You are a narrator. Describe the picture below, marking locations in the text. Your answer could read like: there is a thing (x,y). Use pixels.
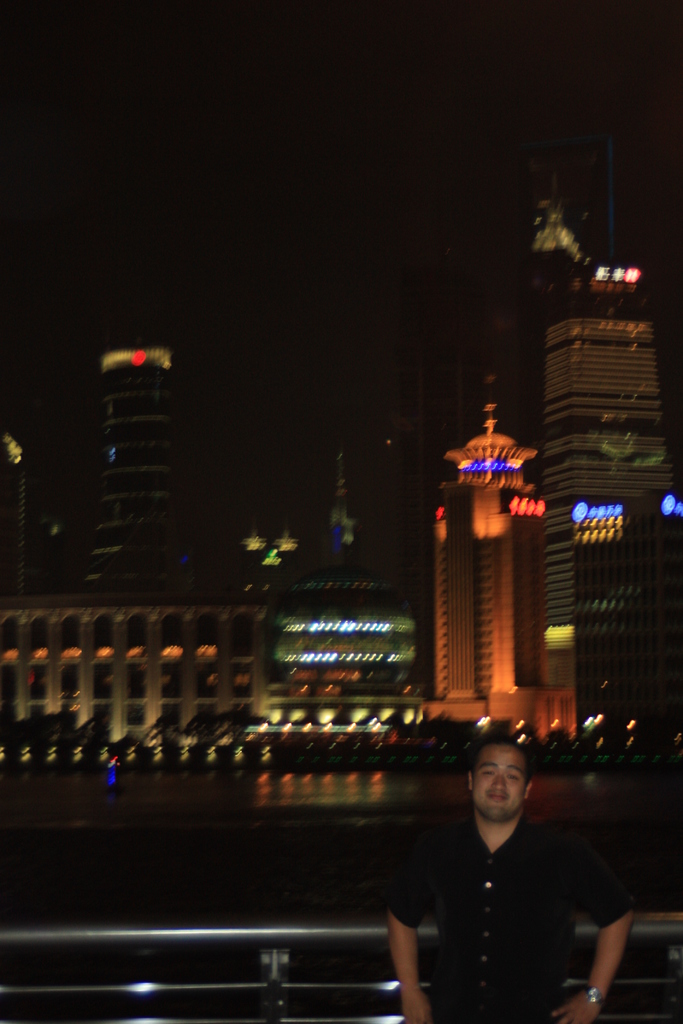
There is a man (455,896) standing and smiling, behind him we can see fence (272,966). In the background (624,723) we can see buildings (118,663), lights (134,654) and it is dark.
